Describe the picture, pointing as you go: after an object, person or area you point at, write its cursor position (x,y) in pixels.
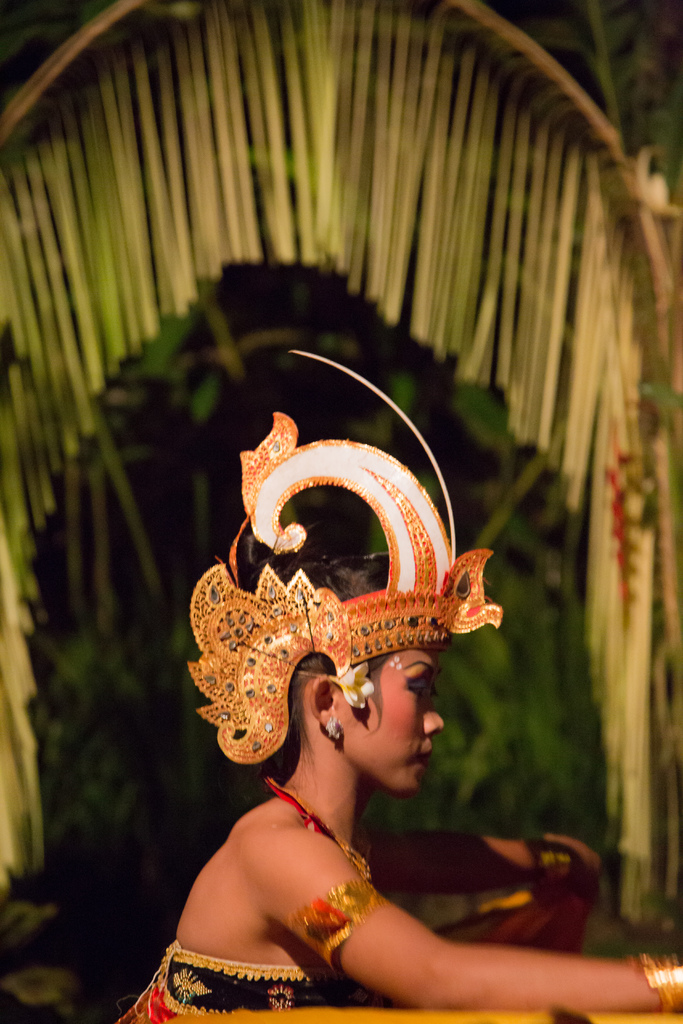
In this image I can see a woman (403,967) wearing a design cap (364,614) visible at the bottom (234,909) and I can see a tree (486,225) visible at the top (475,156).
